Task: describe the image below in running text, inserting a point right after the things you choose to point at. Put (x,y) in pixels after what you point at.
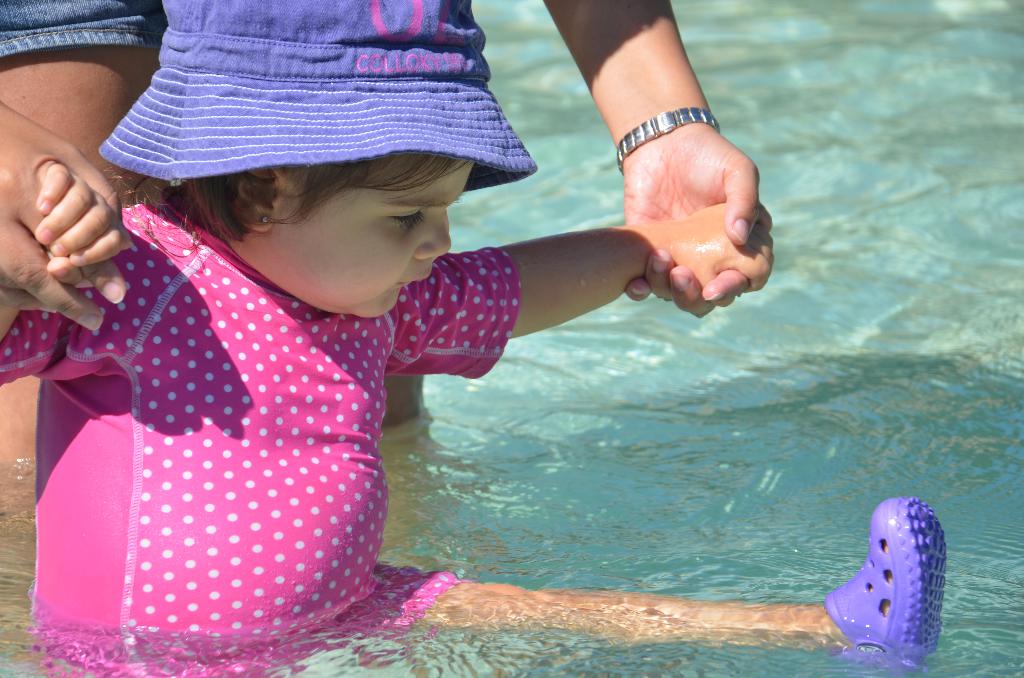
In this image I can see a baby (102,360) in water (433,503), baby (221,530) is wearing pink color dress (229,452), purple cap (345,141) and purple shoe (925,544). Background (105,48) I can see some other person (96,61) standing.
